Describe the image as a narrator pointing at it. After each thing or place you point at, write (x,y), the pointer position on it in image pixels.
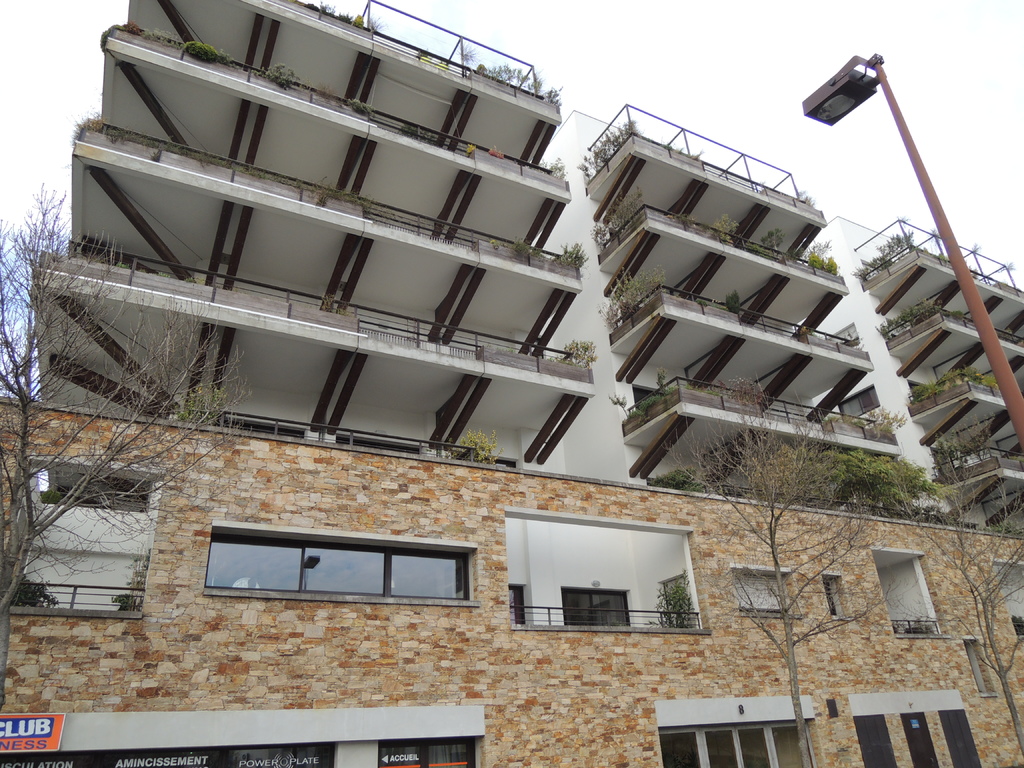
In this image in the center (416,271) there is one building (560,505) and some plants (858,474), on the right side (1008,382) there is a pole (899,106) and street lights (842,104), on the left side (28,410) there is one tree (17,481). In the background (664,46) there is sky (673,82).
